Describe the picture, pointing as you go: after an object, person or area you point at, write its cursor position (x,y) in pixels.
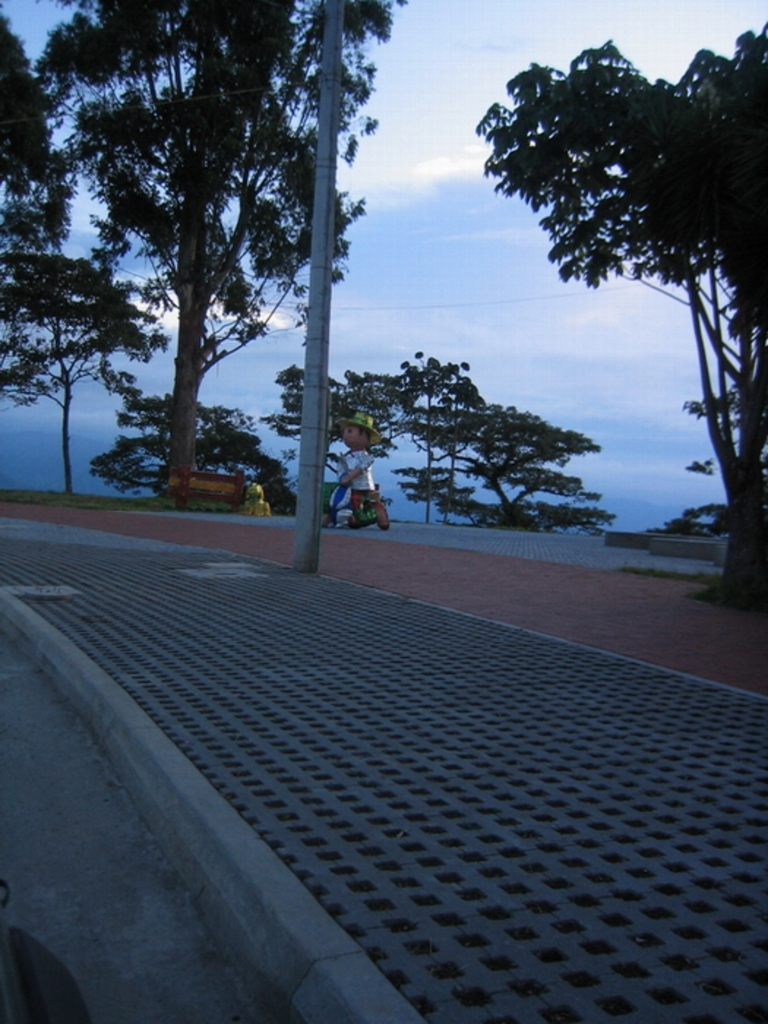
It is the footpath (408,765), these are the green trees (699,164). In the middle (368,351) it is the sky (376,337).
